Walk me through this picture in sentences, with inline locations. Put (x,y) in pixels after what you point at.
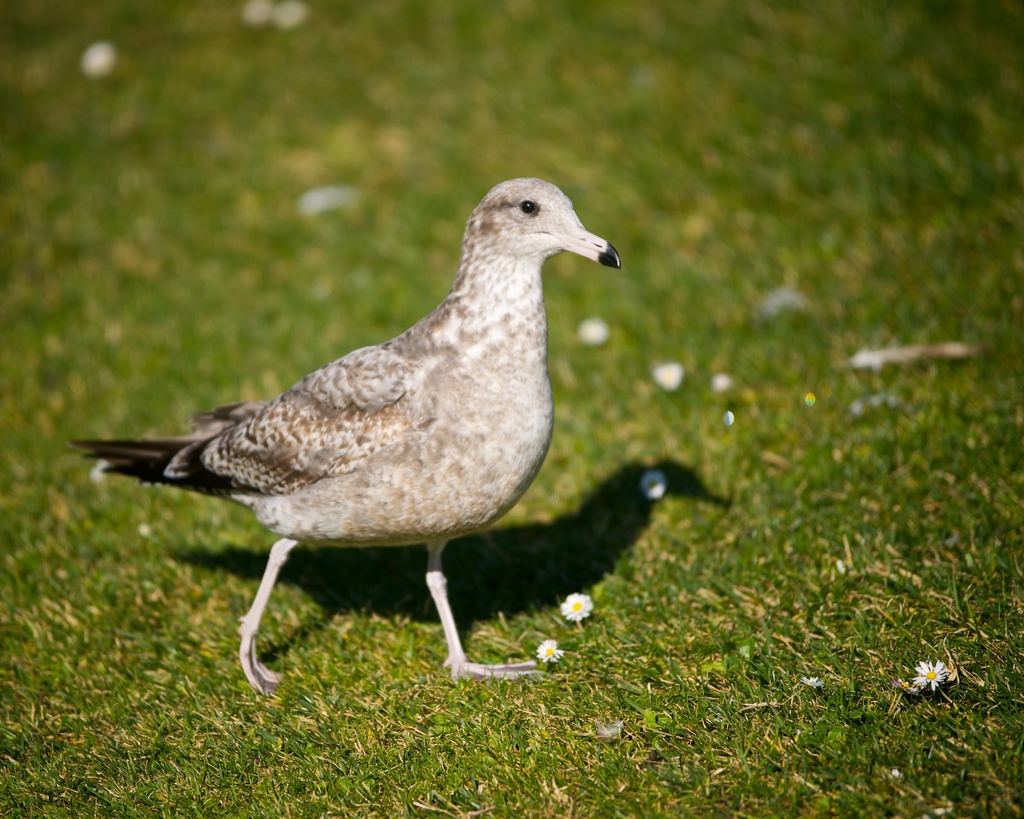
In the picture we can see a grass surface (515,632) on it, we can see a bird (467,411) walking which is white and some part gray and black in color.
